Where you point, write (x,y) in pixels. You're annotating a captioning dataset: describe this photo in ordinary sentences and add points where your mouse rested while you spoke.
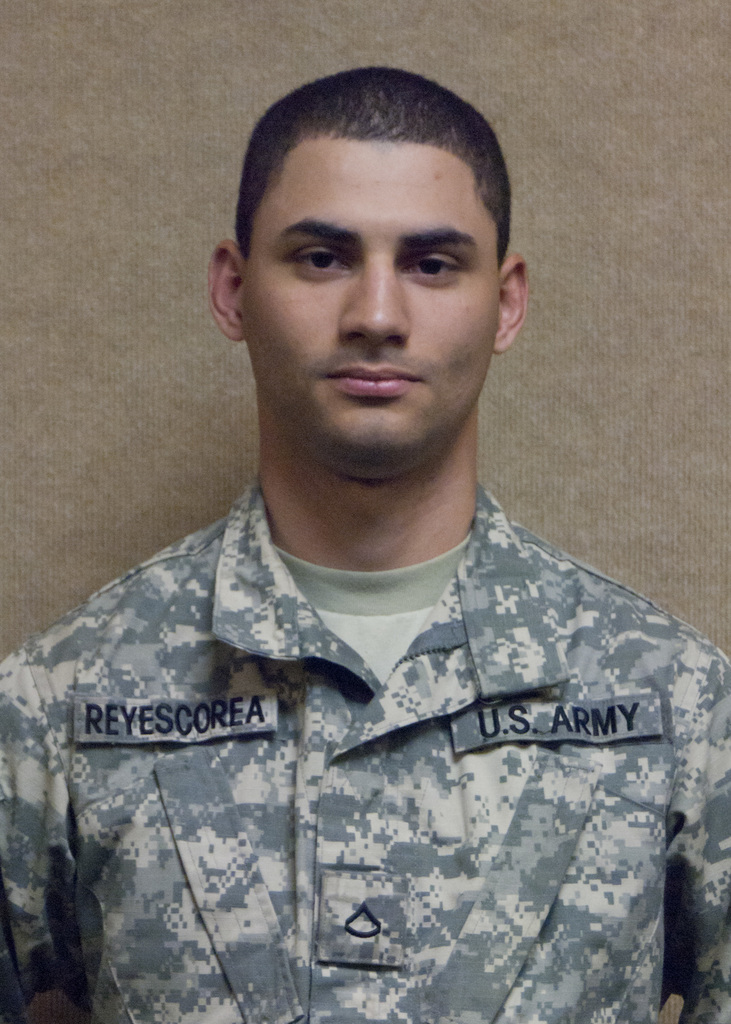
In this picture we can see a man (314,725) and some text (599,723) is visible on the shirt (146,594) of a man (611,729).
